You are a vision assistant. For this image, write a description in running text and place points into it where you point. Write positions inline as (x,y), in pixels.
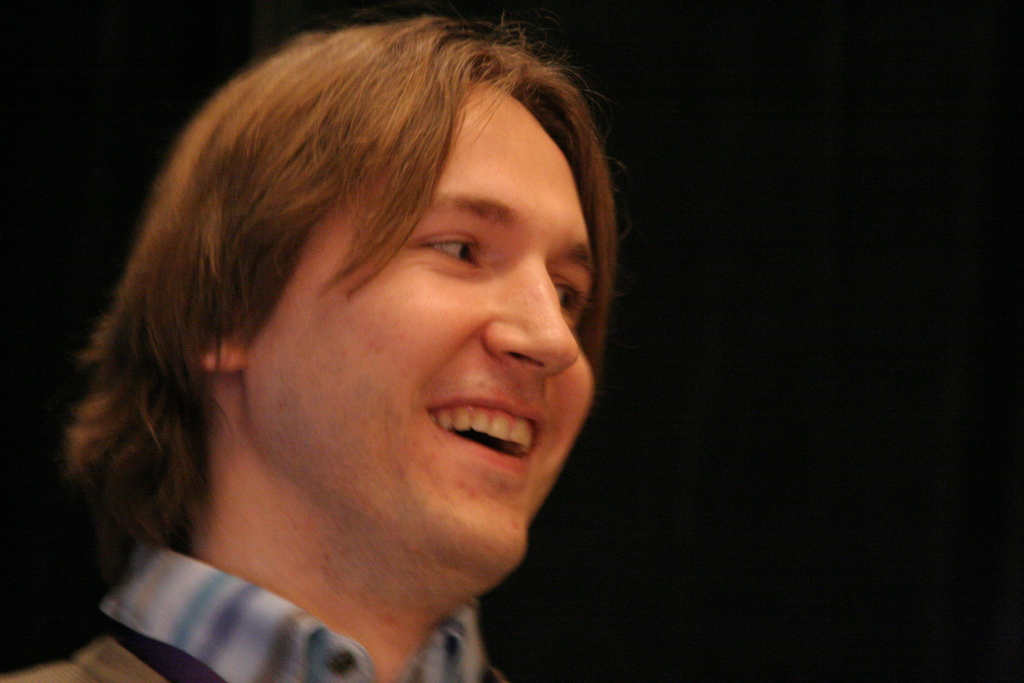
In this image there is a man (296,479) wearing shirt (261,621). He is smiling. The background (893,361) is dark.
